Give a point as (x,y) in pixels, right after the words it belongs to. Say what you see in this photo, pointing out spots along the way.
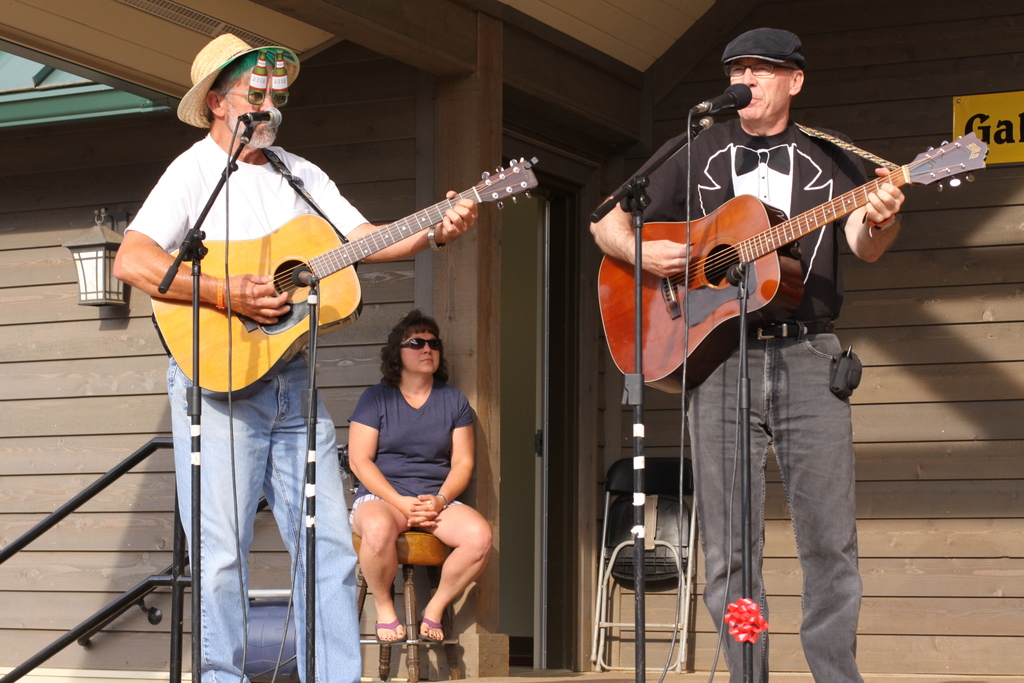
In this image there are two persons (297,421) holding the guitar (203,306) and singing the song in front of the mike (298,280) and one woman (416,521) is sitting on the chair (444,546) behind the person (332,589) one house (96,389) is there and the background (569,146) is sunny.
